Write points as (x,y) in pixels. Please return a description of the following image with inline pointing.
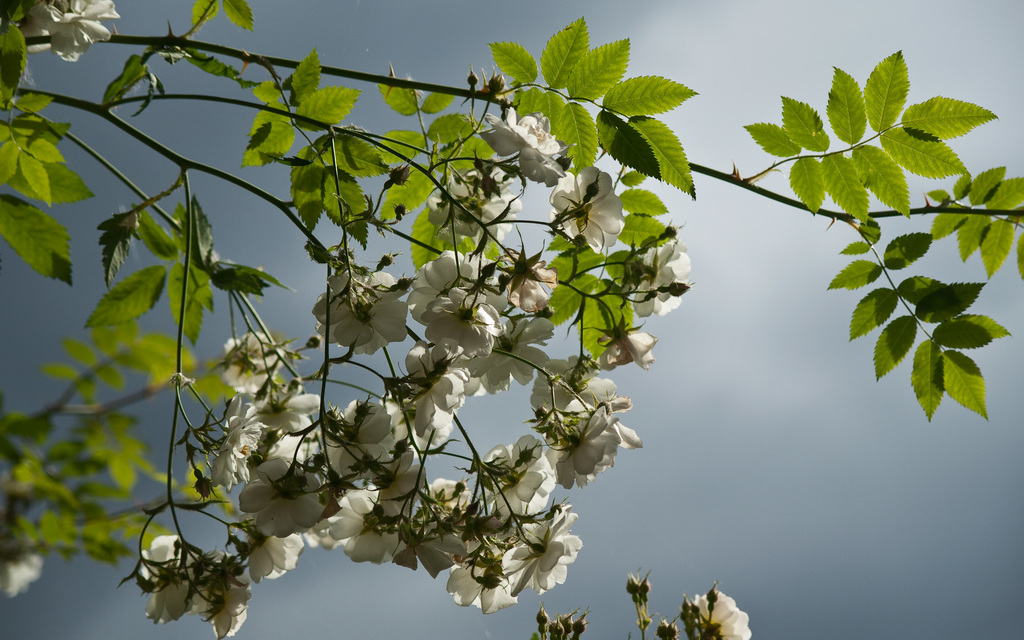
In this image I can see a tree (340,154) which is green in color and few flowers (380,479) which are white in color. In the background (688,402) I can see the sky (692,133).
